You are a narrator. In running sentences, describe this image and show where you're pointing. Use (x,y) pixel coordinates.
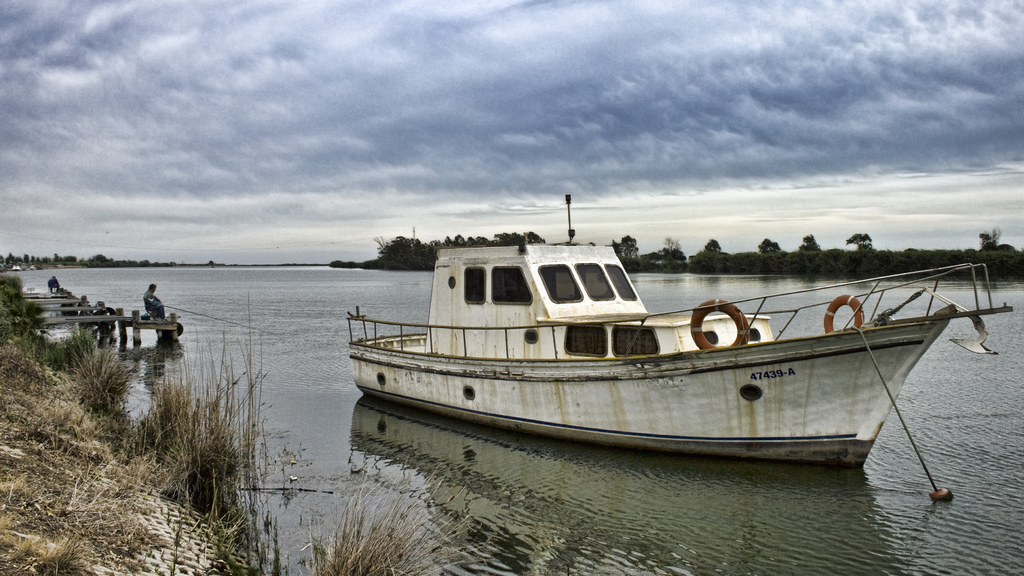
In the center of the image (473,320) we can see a boat (719,397). In the background of the image (116,350) we can see the trees (443,243), water (891,293). On the left side of the image (48,345) we can see the plants (87,380), bridge (72,318) and two people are sitting and a man (154,311) is holding a stick (213,318). At the top of the image (522,96) we can see the clouds (557,130) in the sky (498,186).
